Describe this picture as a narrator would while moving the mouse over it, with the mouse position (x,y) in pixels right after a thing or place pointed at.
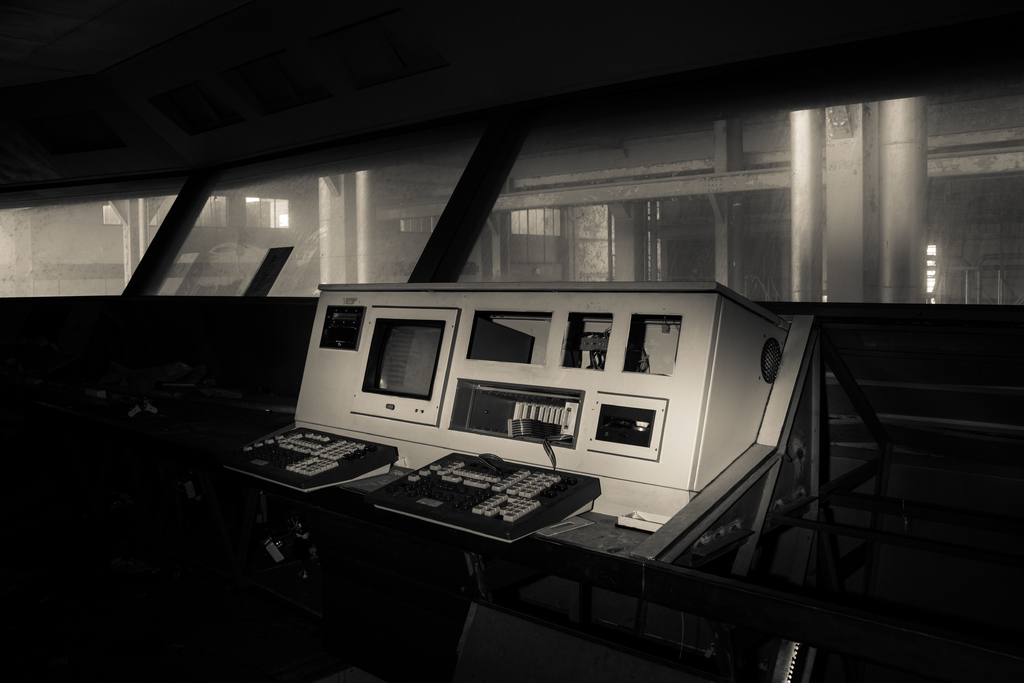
This is a black and white pic. Here we can see a monitor (391,353) placed in a box (346,355) on a table (172,409) and there are other objects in it and we can see keyboards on the table (545,540) and there are poles (184,214) and the image is dark on the left side (295,551). We can see glass windows (164,206), through it we can see building (937,222) and pipes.
